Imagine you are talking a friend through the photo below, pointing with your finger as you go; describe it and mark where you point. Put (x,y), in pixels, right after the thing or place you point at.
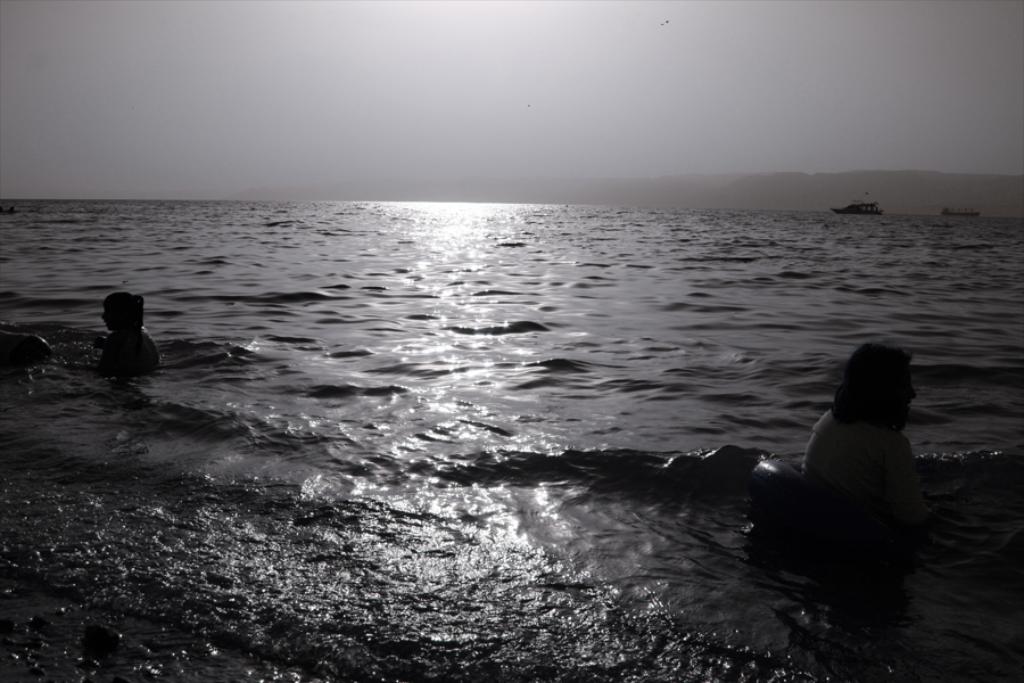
In this image we can see two people (859,491) are swimming in the water (665,474). In the background (962,216), we can see ships (950,211) floating on the water (744,300), hills (728,202) and the sky (611,77).
